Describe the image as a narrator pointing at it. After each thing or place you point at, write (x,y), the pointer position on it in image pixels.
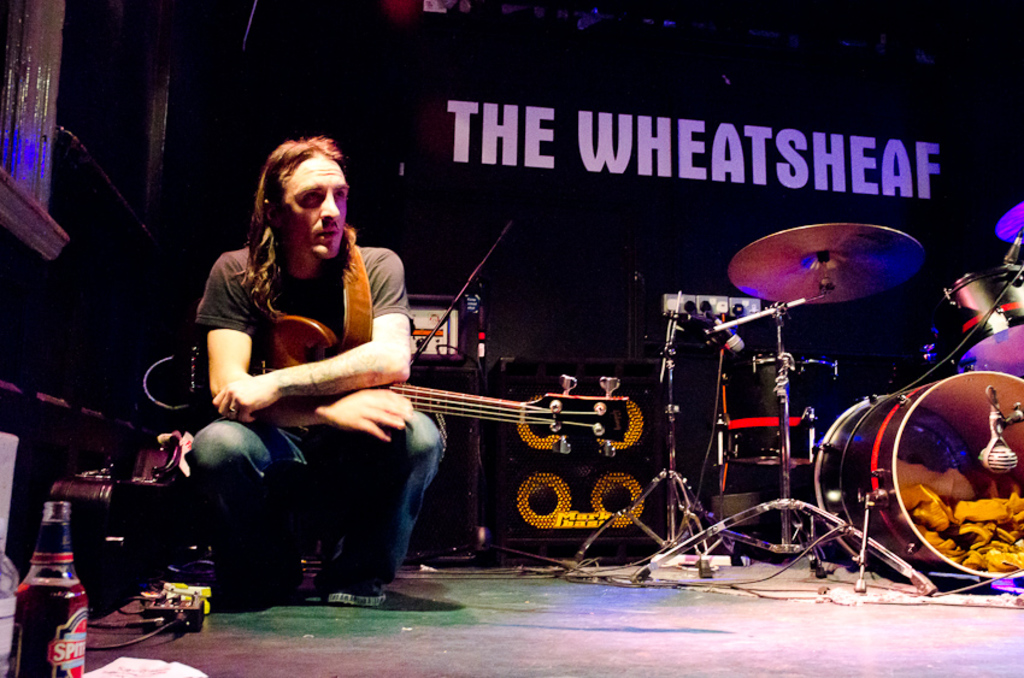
In this picture there is a man (374,462) sitting like squat position and holding a guitar (425,399). We can see musical instruments (993,314), devices (525,433), cables (726,481), bottle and objects (74,485). In the background of the image (130,209) it is dark and we can see text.
